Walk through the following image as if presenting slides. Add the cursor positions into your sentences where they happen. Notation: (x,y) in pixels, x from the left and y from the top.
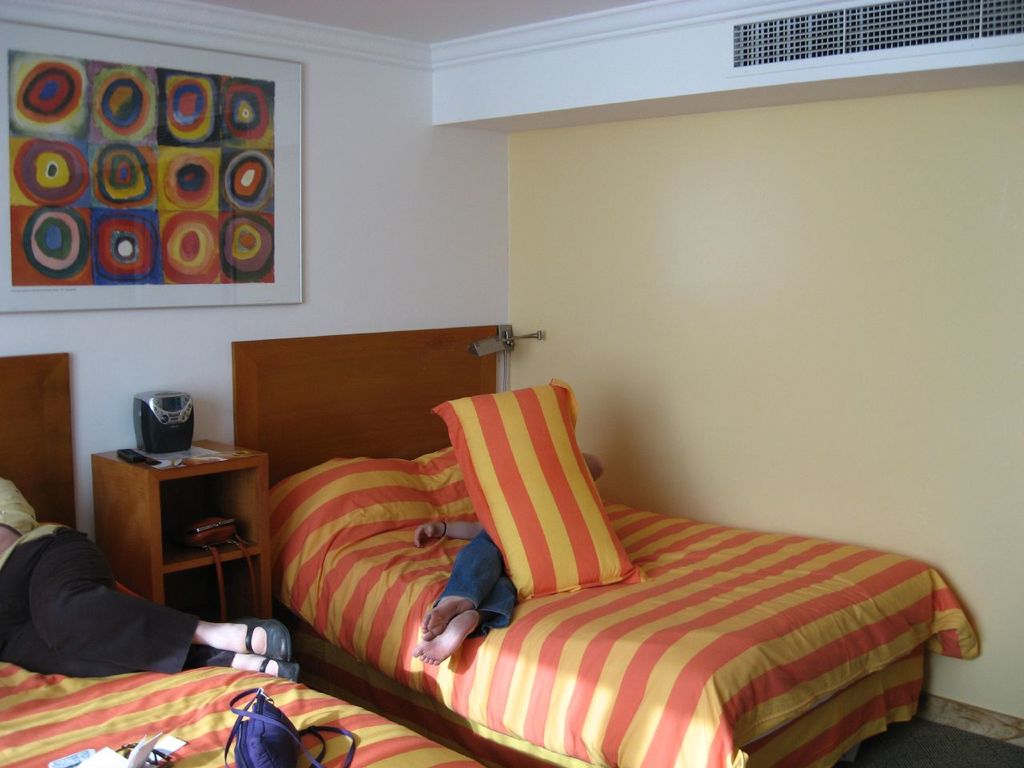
In this image there are two beds (338,567), on each bed (338,567) there is a person (277,627) sleeping and in between the beds (304,515) there is a table (147,522), on top of the table (147,495) there is a radio (161,445) and a remote (144,459). There is a bag (229,740) and few pages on one of the beds (135,708), on the wall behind the bed (139,695) there is a white photo frame (139,169).
